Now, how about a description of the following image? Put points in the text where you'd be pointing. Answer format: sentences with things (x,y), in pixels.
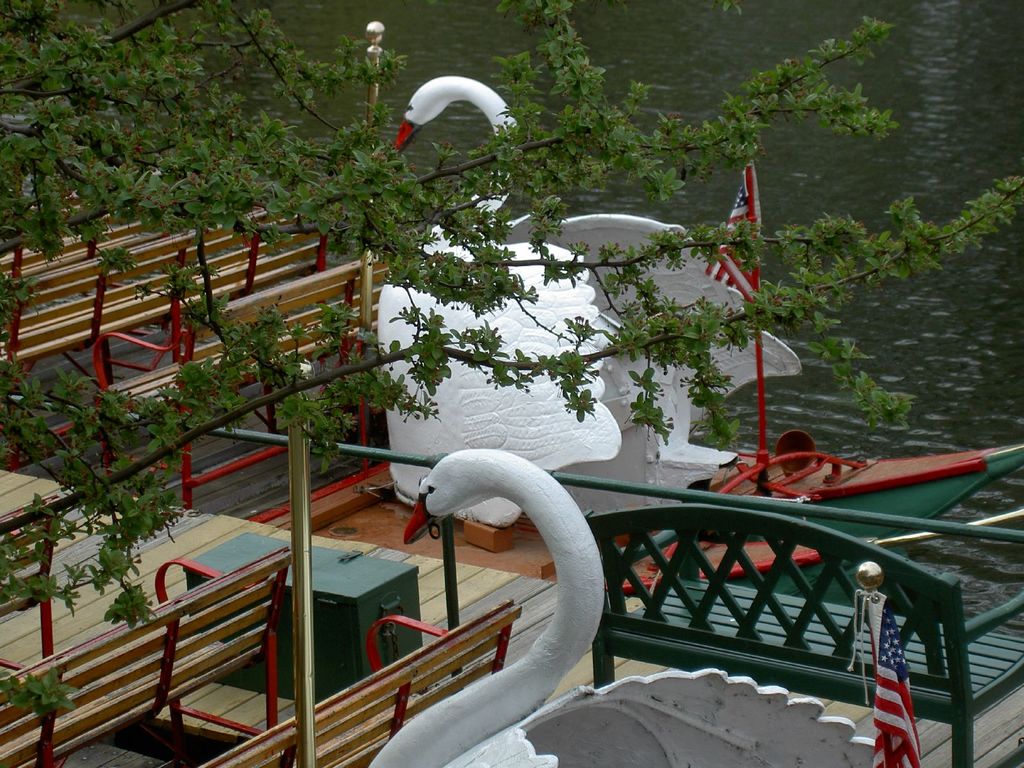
In this picture we can see benches (351,726), swan structures (396,422) flags (892,696) and poles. On the left side of the image (12,187), there is a trees (59,137). At the top of the image (624,1), there is water (802,179).
